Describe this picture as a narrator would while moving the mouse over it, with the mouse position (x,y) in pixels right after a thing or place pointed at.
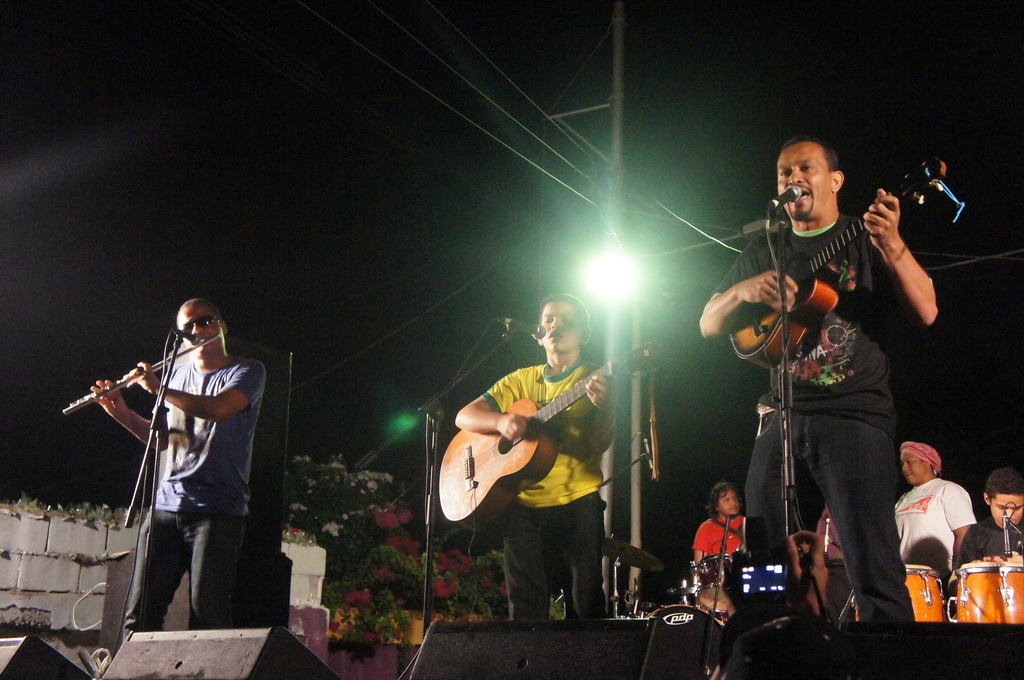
In this image i can see there are three members (235,417) who are standing on the stage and playing musical instruments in front of a microphone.
